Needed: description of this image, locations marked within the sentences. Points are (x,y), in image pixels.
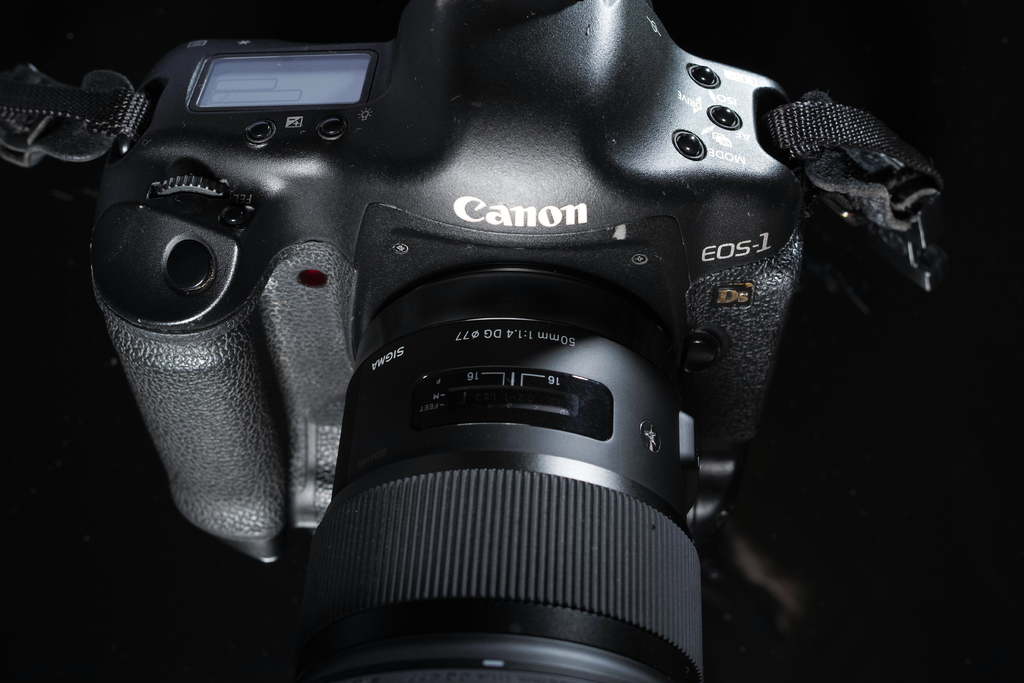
In this image we can see a camera (250,260) on the surface (105,431).
